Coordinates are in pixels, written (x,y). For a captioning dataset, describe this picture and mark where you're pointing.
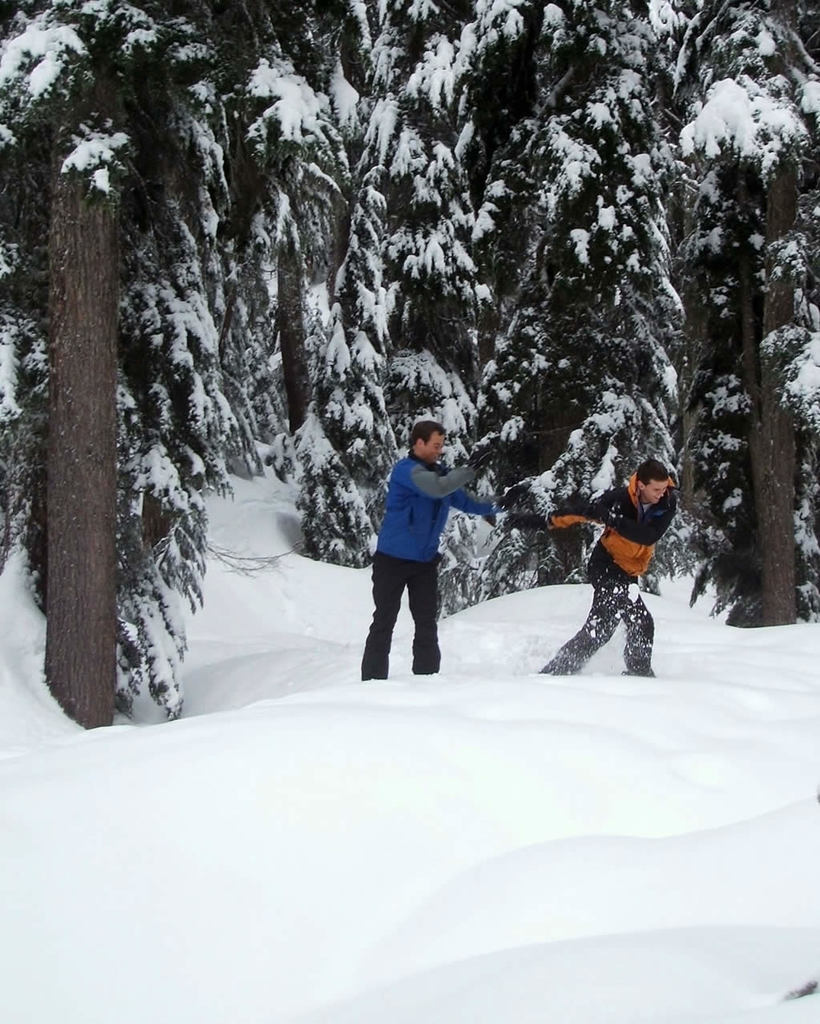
In this image we can see many trees (426,255). There is a snow (481,830) in the image. There are two persons (633,542) in the image.
